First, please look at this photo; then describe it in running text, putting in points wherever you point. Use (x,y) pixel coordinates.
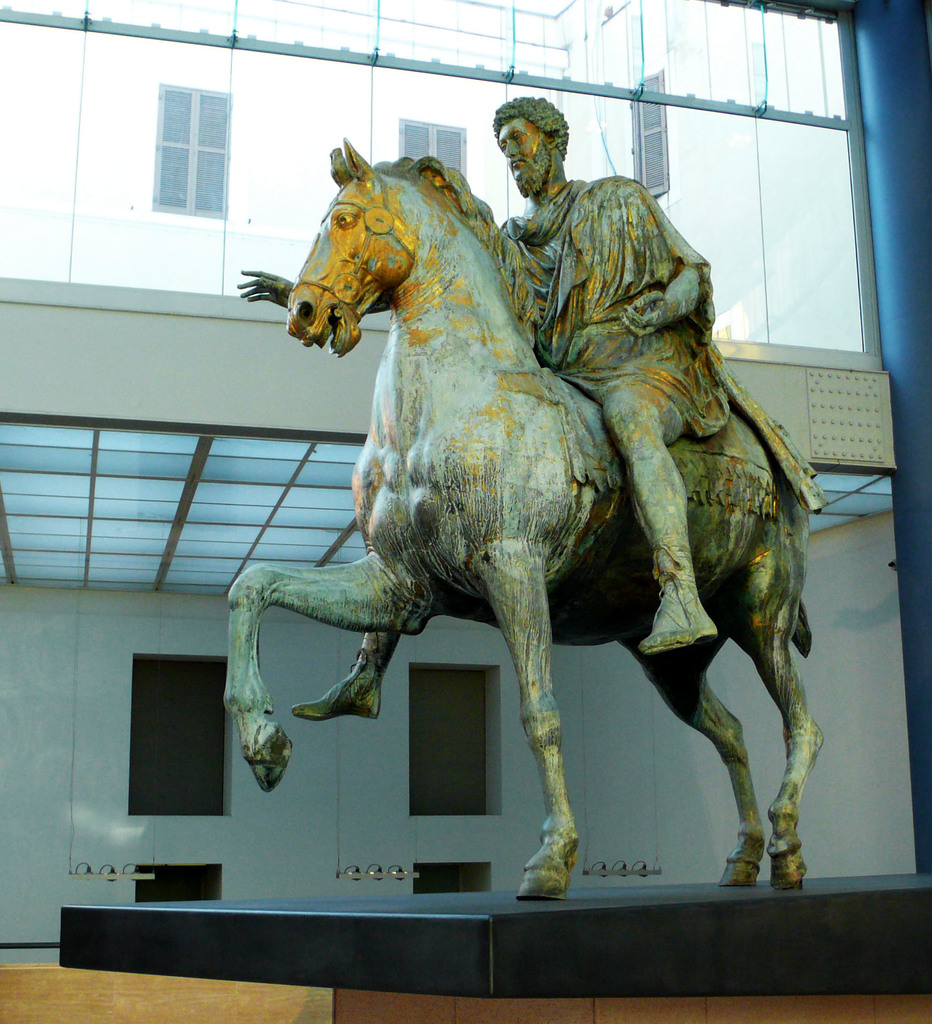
In the middle of the image (391,485) we can see a statue (376,259), in the background (203,262) we can see a building (203,262) and glass (679,179).
